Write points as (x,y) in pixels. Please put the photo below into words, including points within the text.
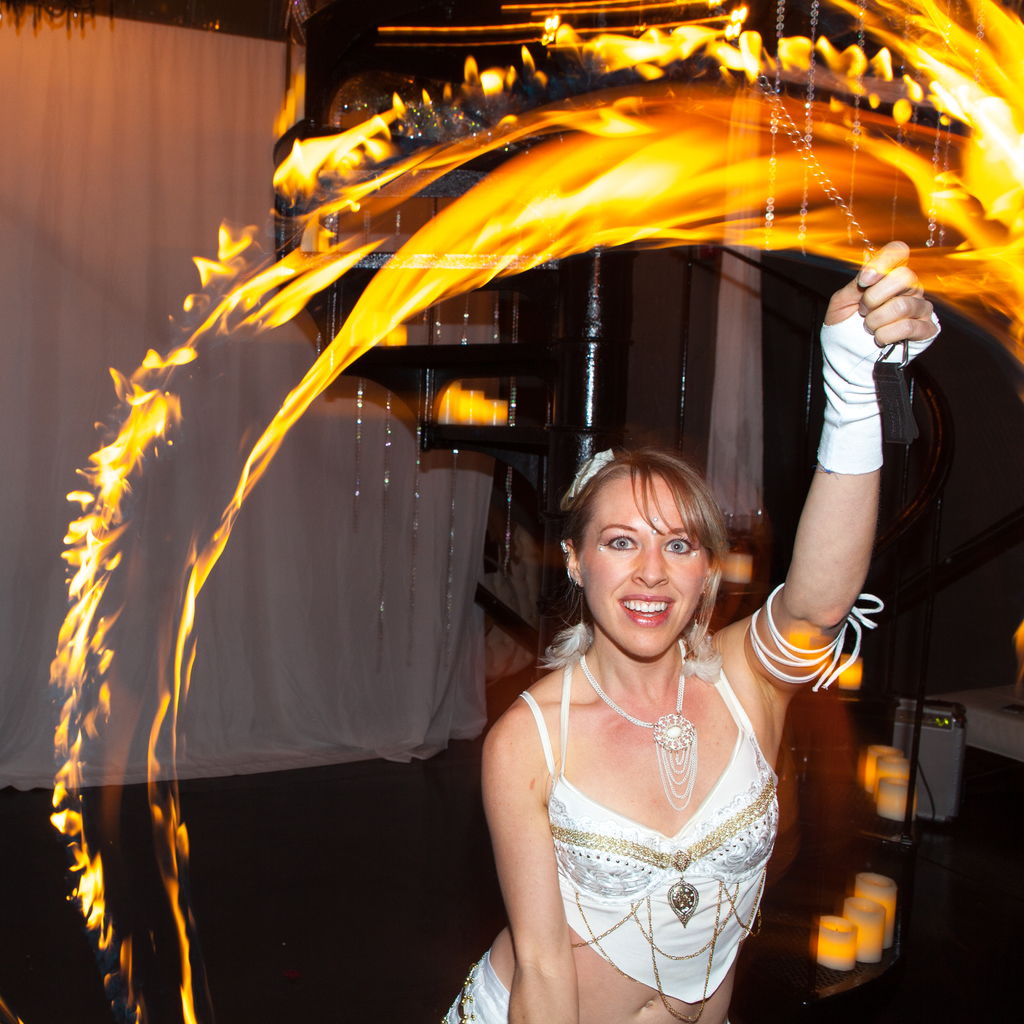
In this image we can see a lady (633,823) standing and holding an object (873,246). We can see fire (572,236). In the background (209,246) there is a curtain (197,521) and we can see decors (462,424). At the bottom (829,950) there are candle lights (873,889) and an object (934,813).
